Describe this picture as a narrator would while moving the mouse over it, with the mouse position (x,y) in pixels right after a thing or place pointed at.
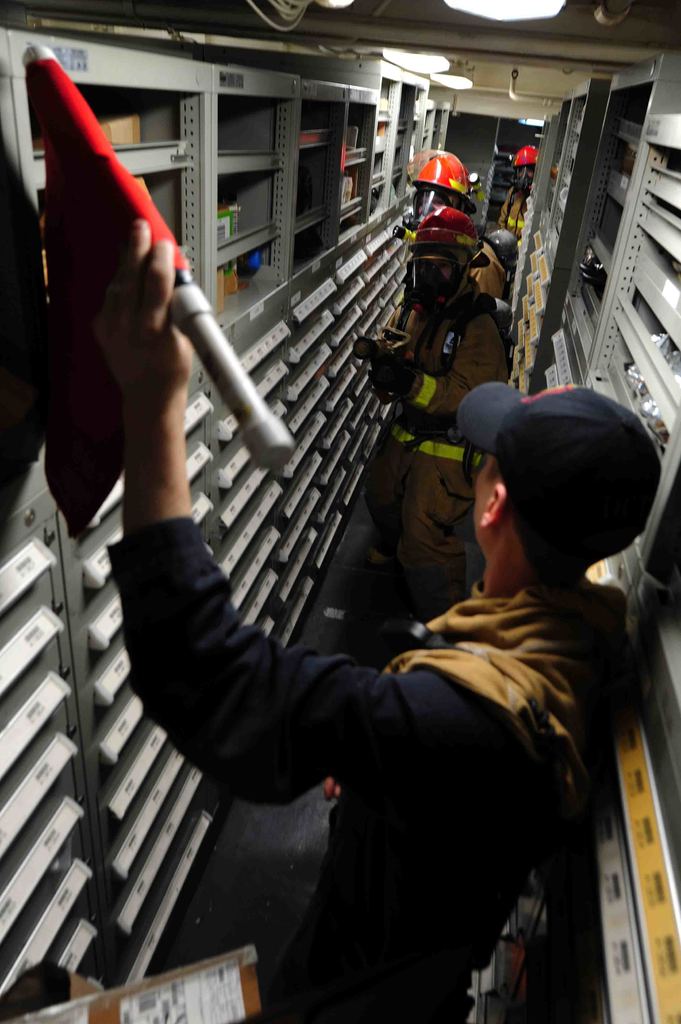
In this image there is a person (514,779) holding an object (82,326). He is wearing a cap (529,450). He is standing on the floor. Before him there is a person (445,343) wearing a helmet (441,255). There are people (492,239) standing on the floor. Background (530,318) there are racks (338,461). Top of the image (341,4) there are lights (464,85) attached to the roof (564,25).
